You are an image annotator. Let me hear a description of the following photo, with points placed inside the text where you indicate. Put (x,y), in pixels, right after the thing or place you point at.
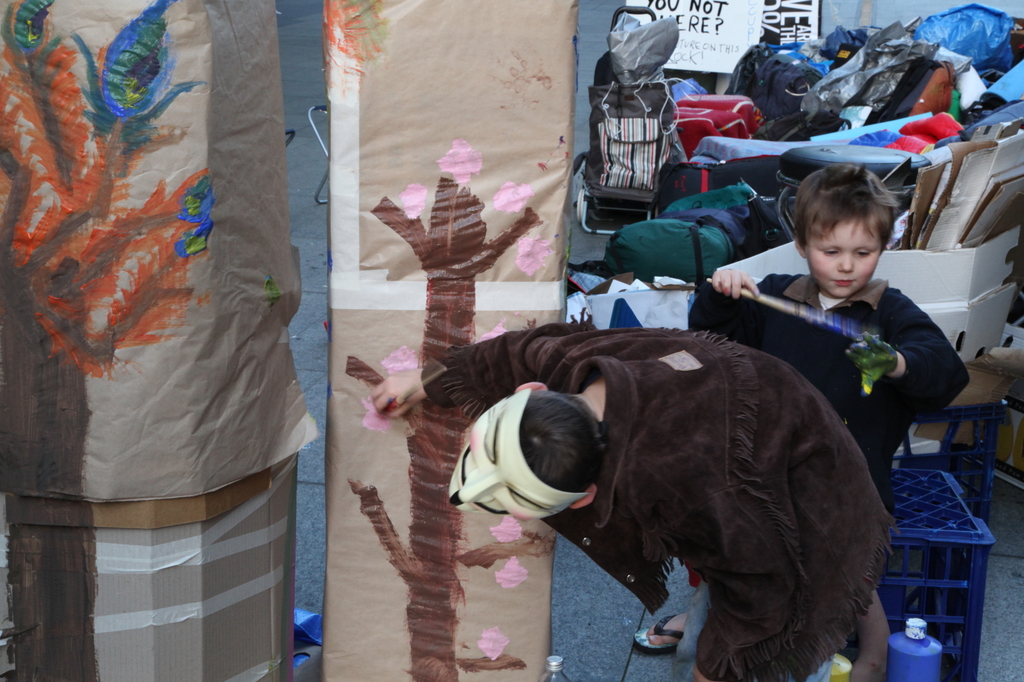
In this picture we can see two kids (872,377) on the right side (788,442), a kid (686,481) in the front (770,456) is wearing a mask (568,494), a kid (908,362) on the right side (876,357) is holding a stick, in the background (889,101) there are some bags (903,78), on the left side (42,527) we can see covers (21,141), there is a tray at the right bottom (904,490), we can also see a board (723,46) in the background (700,47).
